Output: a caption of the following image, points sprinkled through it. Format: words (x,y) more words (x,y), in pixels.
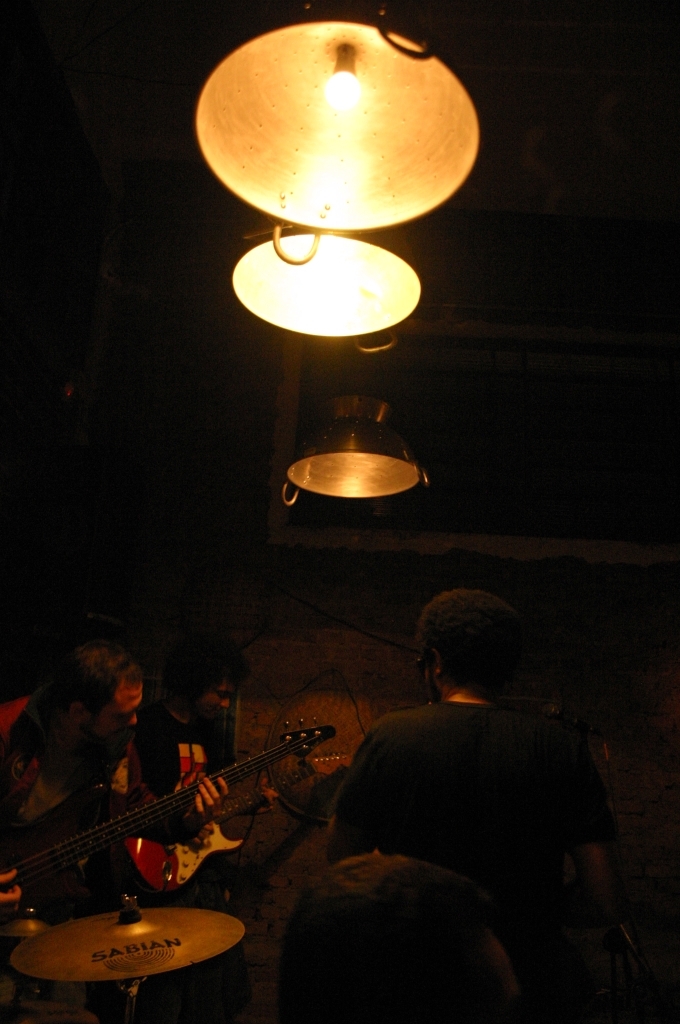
In this image, there is an inside view of a room (249,654). There are some persons (130,701) wearing clothes (102,765) and playing musical instruments (183,867). There are three lights (264,106) at the top (228,128).
